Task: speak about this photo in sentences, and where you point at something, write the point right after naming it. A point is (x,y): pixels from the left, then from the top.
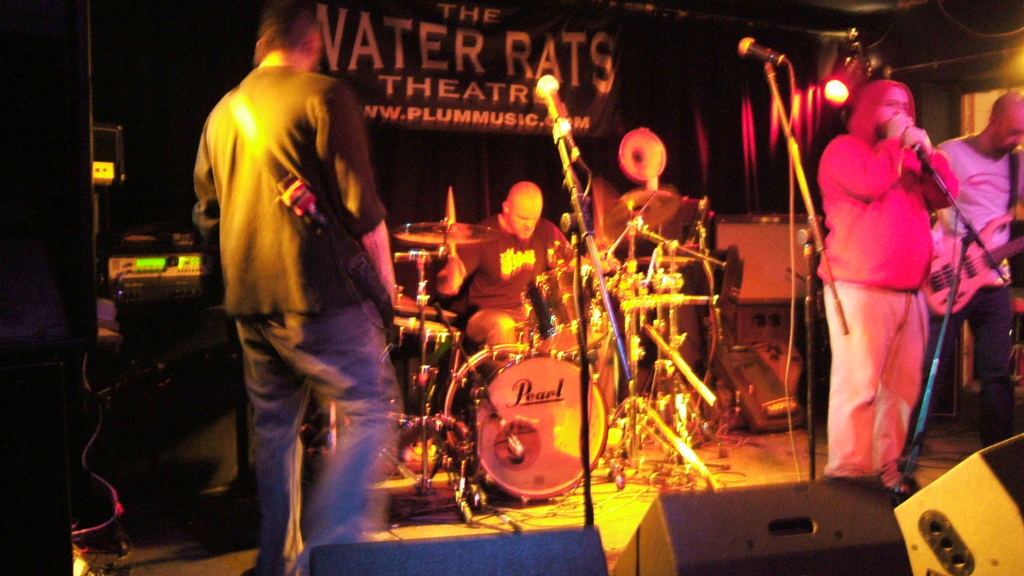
Left side of image (217,187) there is a person (393,412) standing. Right side of image (853,376) there are two persons (853,376) standing. One is holding a guitar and other one is wearing pink shirt (877,171) and pant (865,461) is holding a mike (915,143). In middle (637,228) there's a musical instrument (564,369), behind which a person (487,284) is playing it by sitting. Background (580,127) there is a banner (589,21) naming water rats theater. Left side there is a electrical instrument (136,284).
